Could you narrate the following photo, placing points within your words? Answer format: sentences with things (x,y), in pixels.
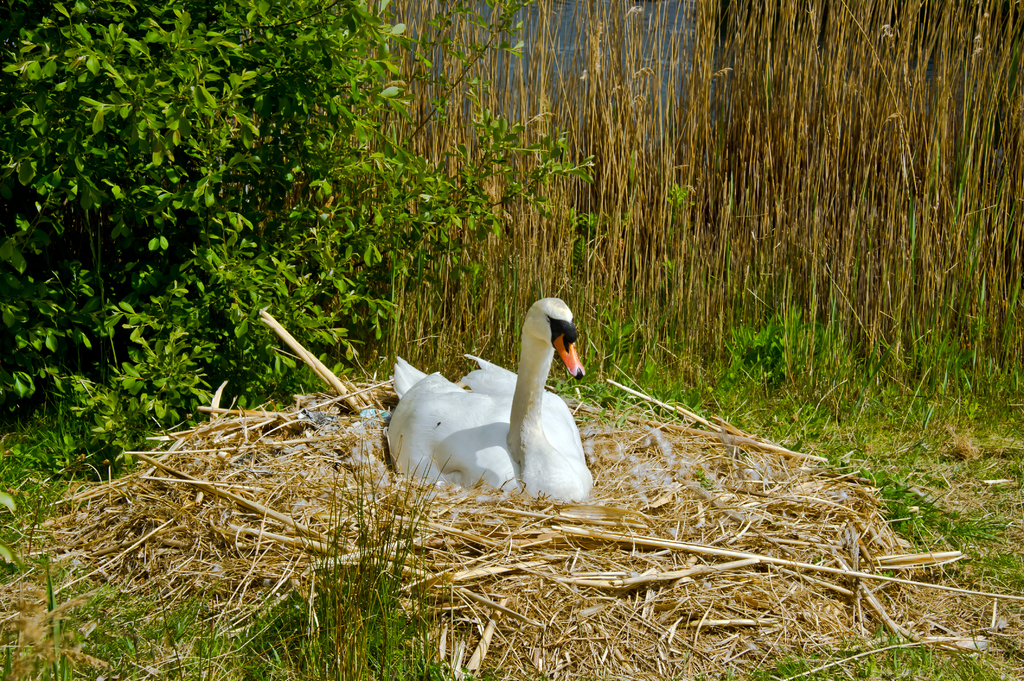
In this image I can see a swan (494,425). I can see the grass (426,599). In the background (302,266), I can see the plants (205,218).
